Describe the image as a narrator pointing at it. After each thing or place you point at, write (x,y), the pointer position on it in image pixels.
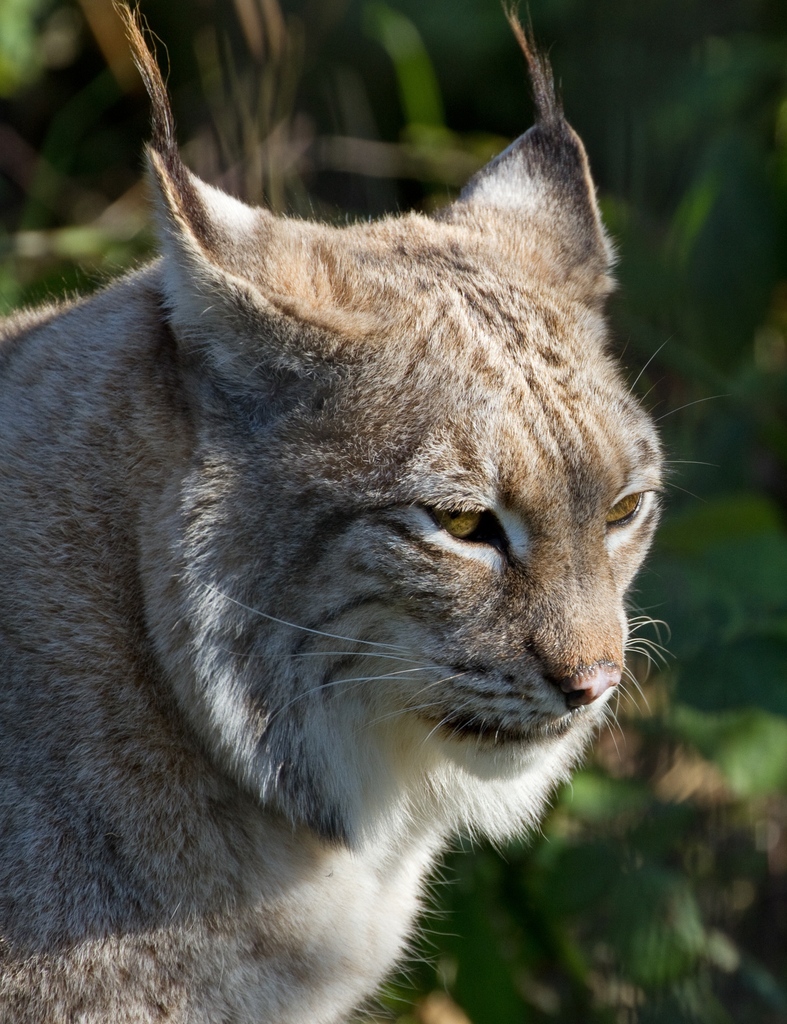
In this picture I can see a bobcat (188,724) and looks like few trees (408,165) in the back (100,56).
